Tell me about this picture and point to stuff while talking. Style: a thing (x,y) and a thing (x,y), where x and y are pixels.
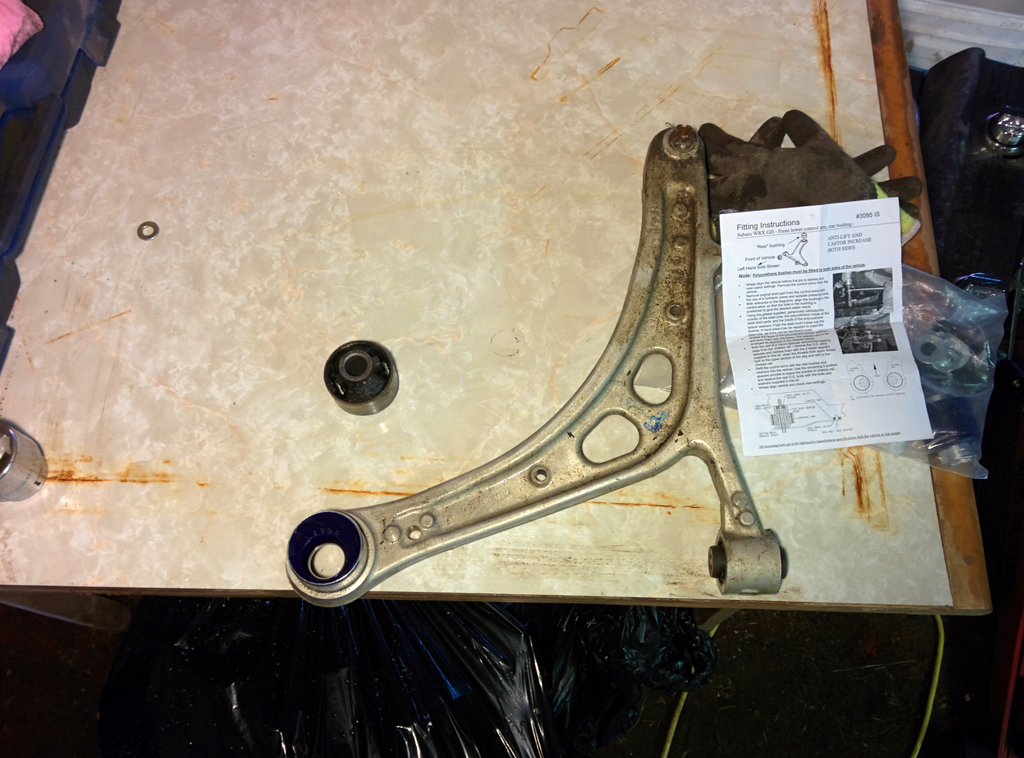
As we can see in the image there is a wooden table (355,251), paper (772,333), cover (927,383) and gloves (870,162).
